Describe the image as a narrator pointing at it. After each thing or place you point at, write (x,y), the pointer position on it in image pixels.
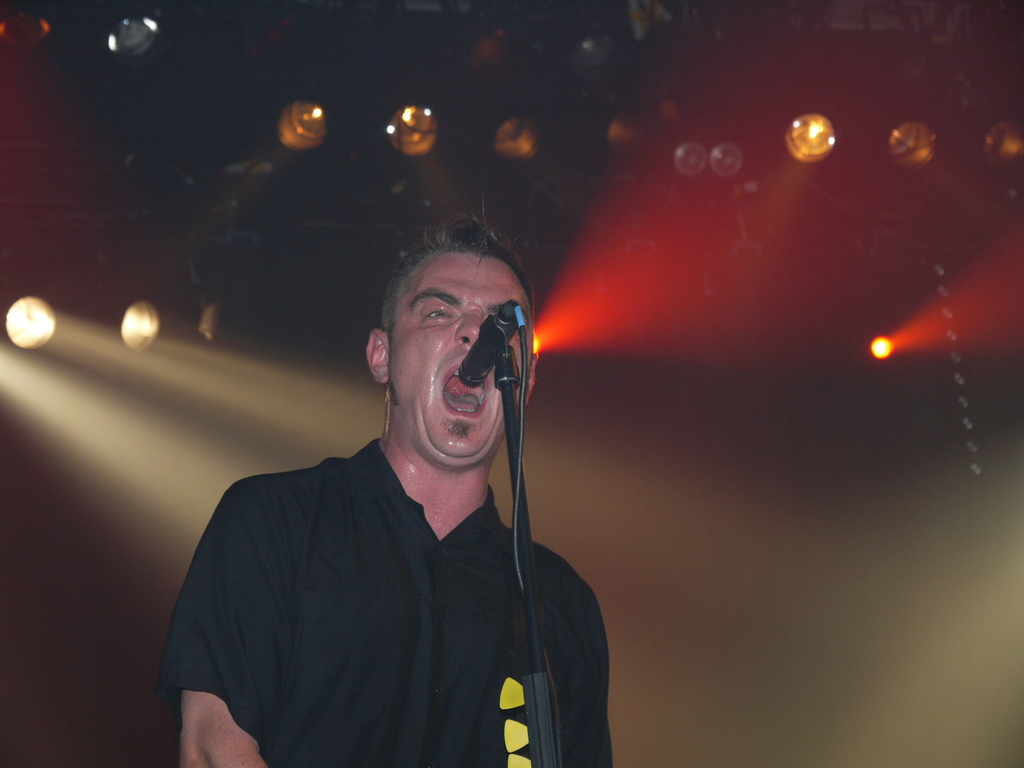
In this image I can see a person (333,586) wearing black colored dress (363,663) is standing in front of a microphone (512,302). In the background (166,374) I can see few lights (885,350) and the dark background (38,327).
